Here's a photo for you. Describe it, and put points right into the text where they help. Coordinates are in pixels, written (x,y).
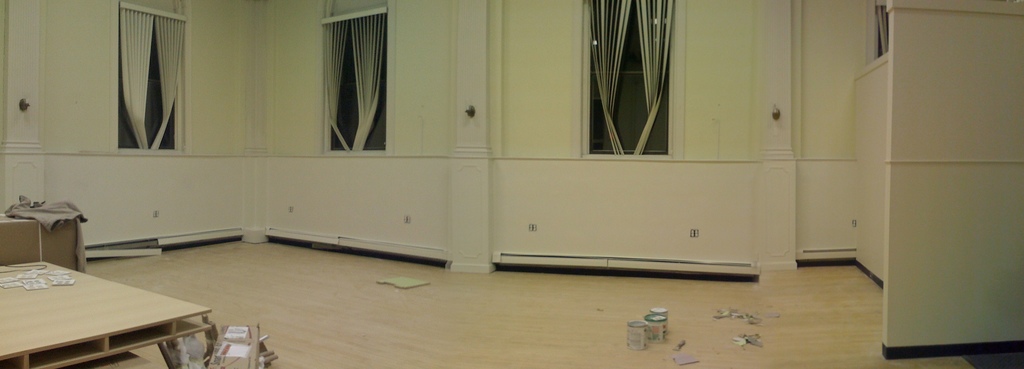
In this image I can see wooden objects (173,300), table (148,322), some boxes (661,315) on the floor (587,336), curtains (174,50), windows (174,113) and wall (548,199). This image is taken may be in a hall (219,245).
